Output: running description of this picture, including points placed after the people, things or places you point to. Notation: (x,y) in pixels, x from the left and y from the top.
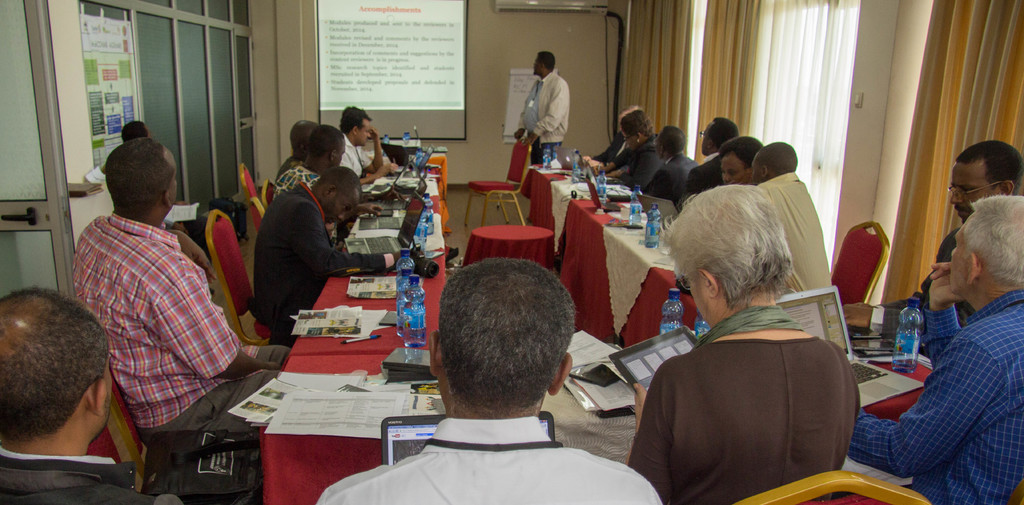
In the foreground of the picture (18,336) we can see people (726,196), chairs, tables (370,352), bottles (403,273), laptops (379,218), papers (329,314) and various objects (434,255). In the background (467,55) there are curtains (791,17), doors (190,108), windows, projector screen (406,55), wall (561,36), posters (113,57), air conditioner (588,1), pipe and other objects (522,83).
